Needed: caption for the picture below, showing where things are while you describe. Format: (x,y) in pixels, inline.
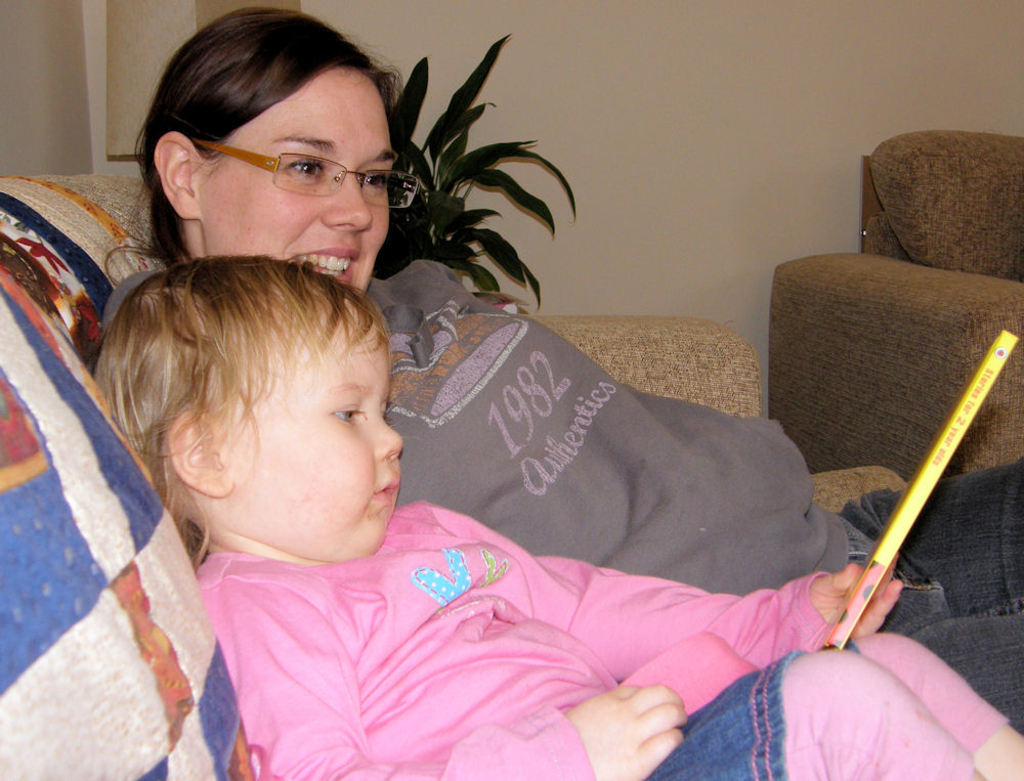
In this image I can see a child (659,603) and a woman (534,447) are sitting on a sofa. In the background (564,293) I can see a plant (494,152) and a wall (726,142).
